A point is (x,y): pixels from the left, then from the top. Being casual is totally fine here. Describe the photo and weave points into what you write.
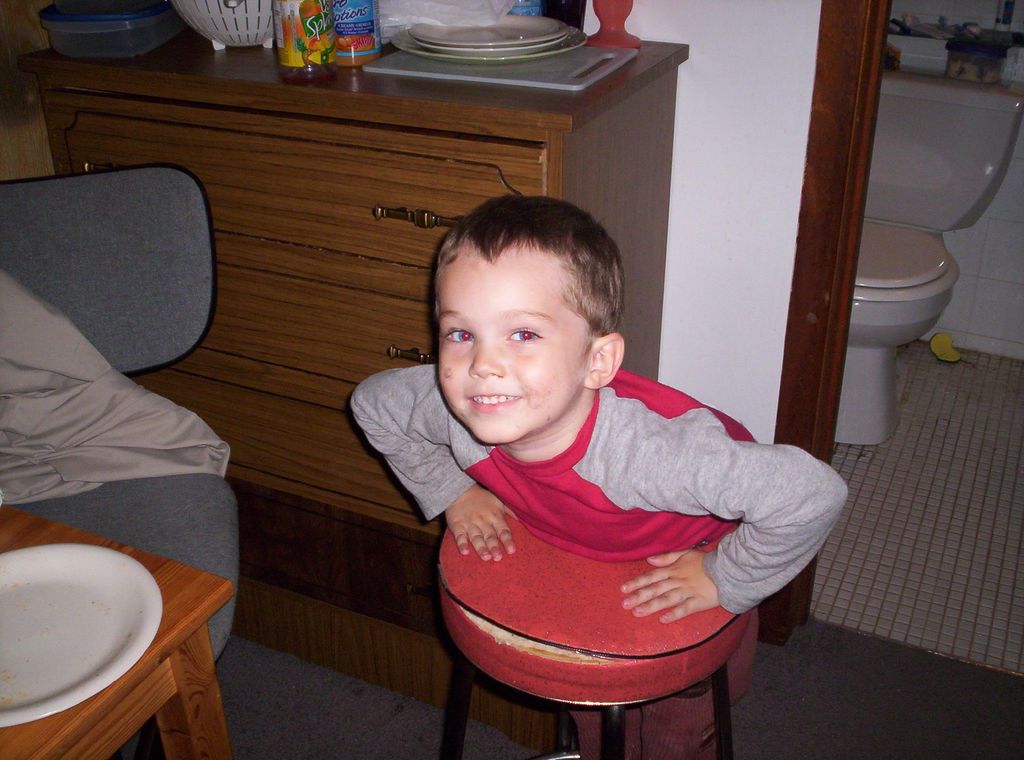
In this image I can see the floor (928,617), the toilet seat (920,321), a cupboard (621,154) with few objects (321,23) on it, a table (135,701) with a plate (48,551) on it, a chair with a cloth (104,405) on it and a child (559,476) wearing red and grey colored dress (588,493).
